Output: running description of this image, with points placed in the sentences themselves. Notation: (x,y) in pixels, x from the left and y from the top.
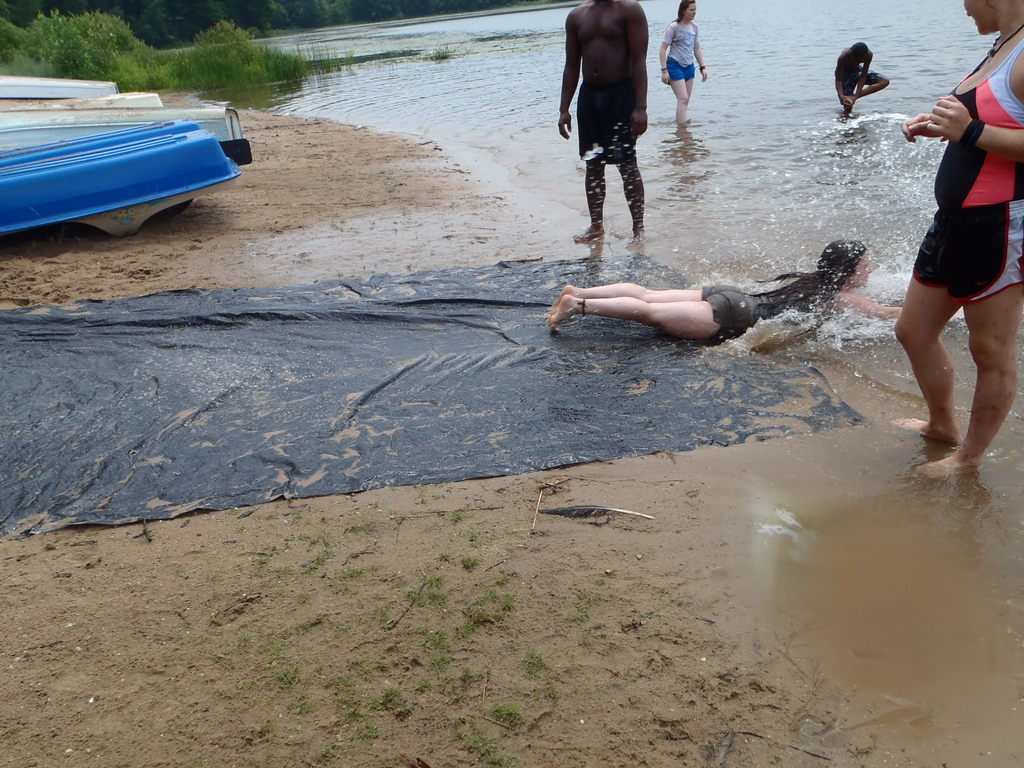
This picture describes about group of people (802,289), a woman (816,305) is lying on the water (806,267), and we can see a sheet (345,444), few boats (139,168) and trees (189,37).
